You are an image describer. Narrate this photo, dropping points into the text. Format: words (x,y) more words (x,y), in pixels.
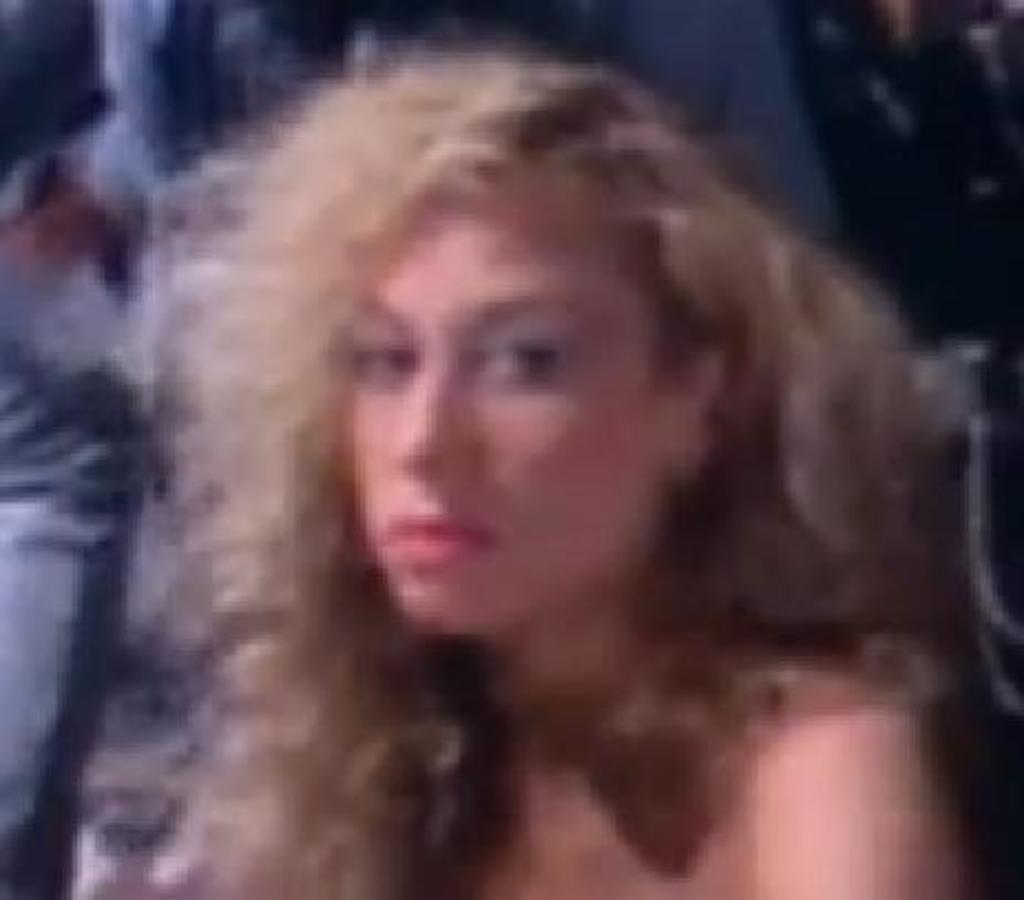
In this picture we can see the blur image of the woman (639,655) sitting in front (557,392) and looking into camera.
